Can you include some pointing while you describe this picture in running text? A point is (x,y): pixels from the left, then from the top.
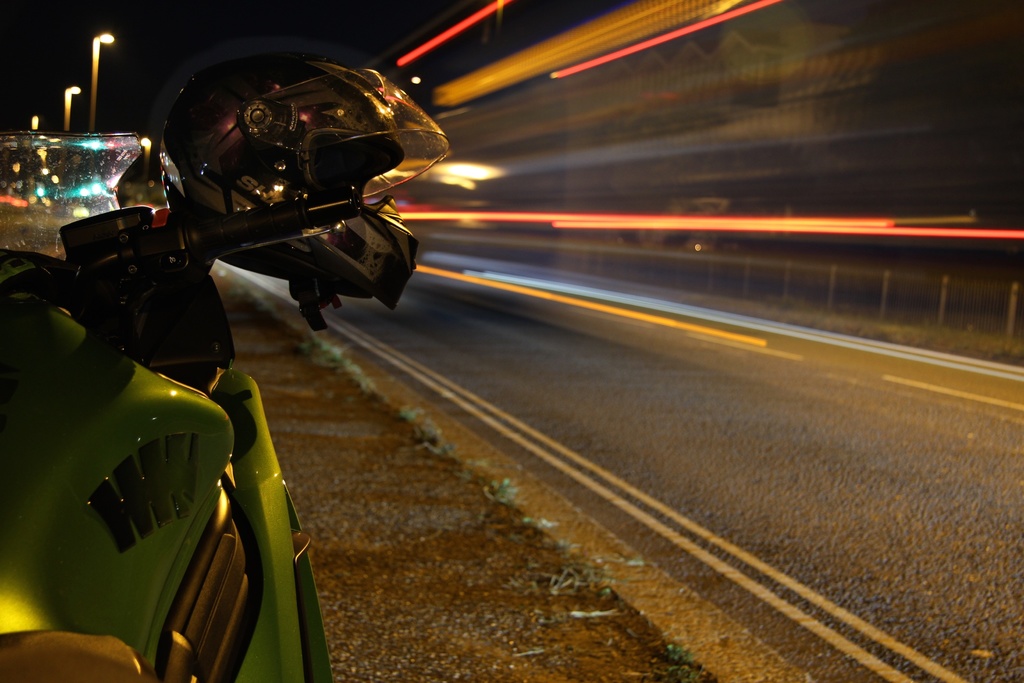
This is the picture of a road (723,474). On the left side of the image (241,632) there is a motorbike (151,468) and there is a helmet (204,172) on the motor bike (265,242). At the back (92,113) there are street lights (92,113). On the right side of the image (842,367) there is a road (644,484). At the top (239,39) there is sky (280,47).
